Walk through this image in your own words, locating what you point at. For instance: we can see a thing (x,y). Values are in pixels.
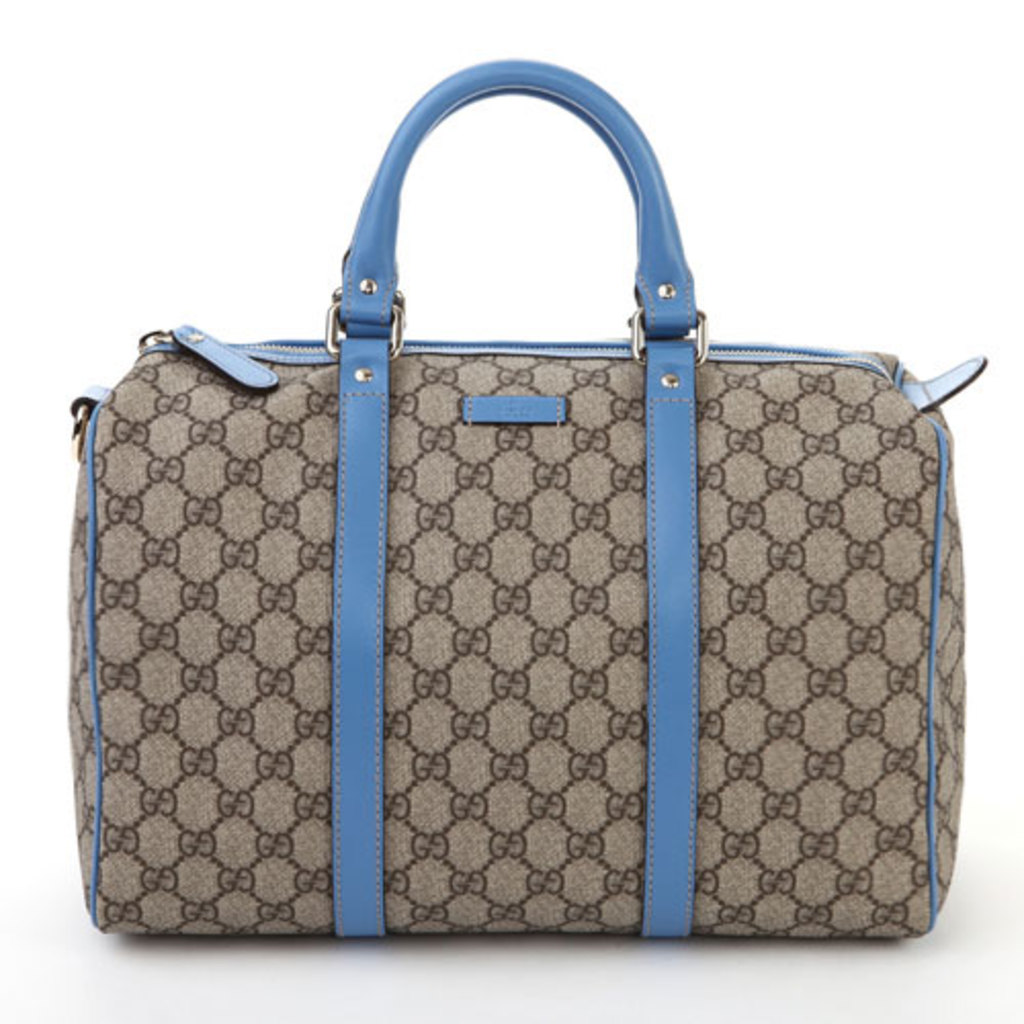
In the picture there is a handbag (684,545). It is brown in color and the handle (384,259) and belt (347,435) are blue in color.
